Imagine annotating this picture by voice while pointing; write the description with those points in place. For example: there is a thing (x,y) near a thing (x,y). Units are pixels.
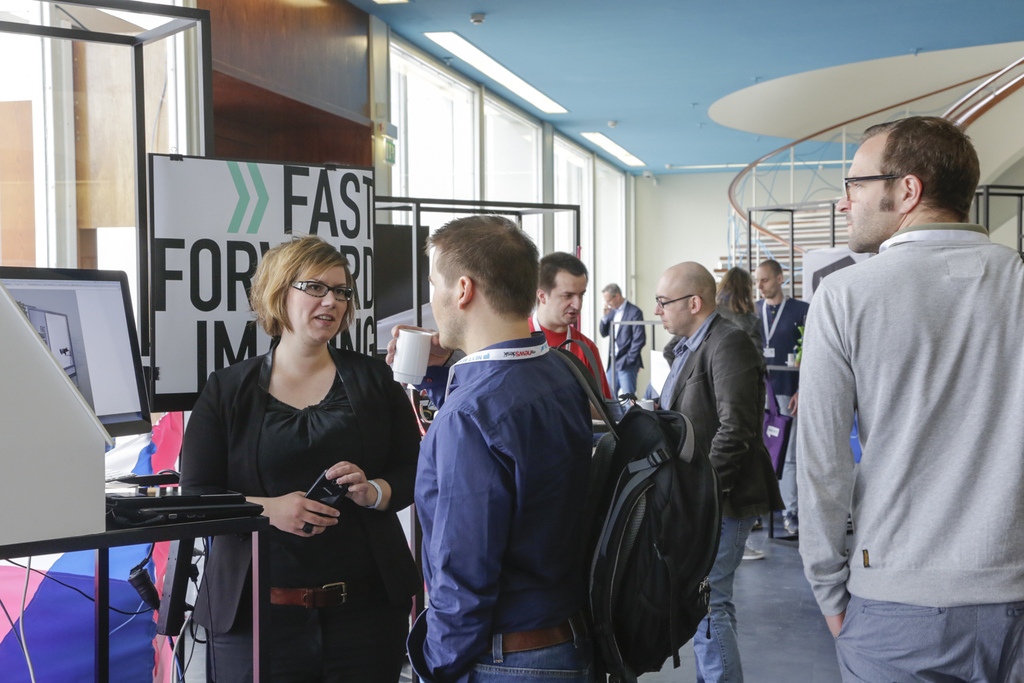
In the center of the image (398,335) we can see a few people (785,467) are standing and they are in different costumes (500,517). Among them, we can see a few people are holding some objects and one person (484,595) is wearing a backpack (652,508). On the left side of the image (72,539), there is a table (32,545). On the table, we can see a monitor (113,369) and a few other objects (20,477). In the background (460,163) there is a wall (649,222), glass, fences (791,195), one board (273,241) with some text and a few other objects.
